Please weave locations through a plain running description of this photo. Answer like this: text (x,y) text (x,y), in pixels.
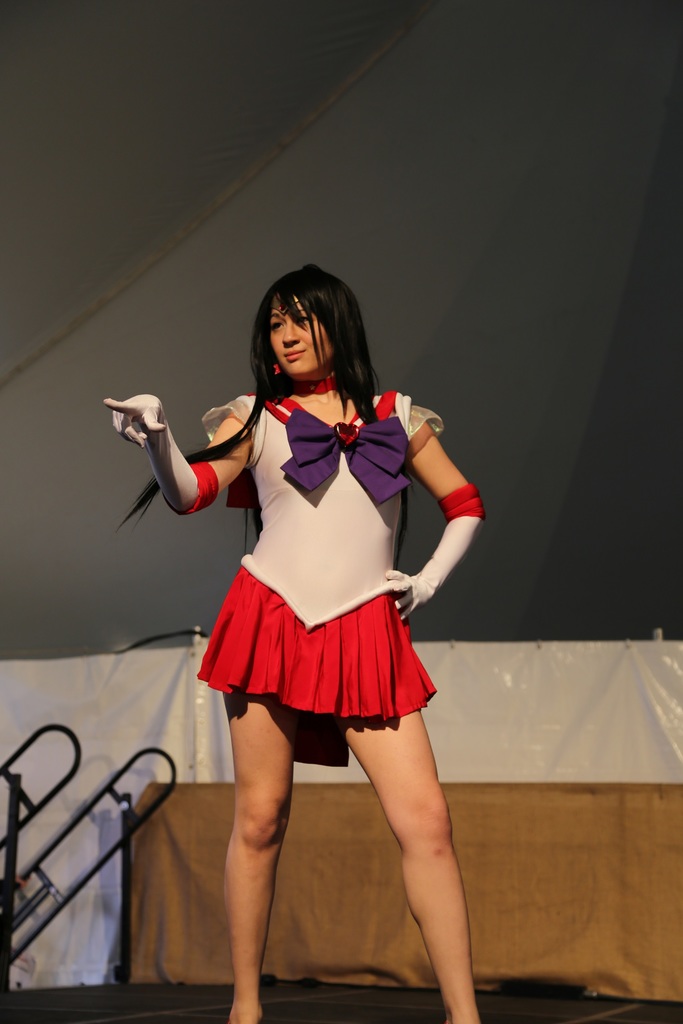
In this picture we can see a person (288,496) on the stage (214,1017) and behind the person (349,576) there is a cloth (572,931) and other things (4,844).
